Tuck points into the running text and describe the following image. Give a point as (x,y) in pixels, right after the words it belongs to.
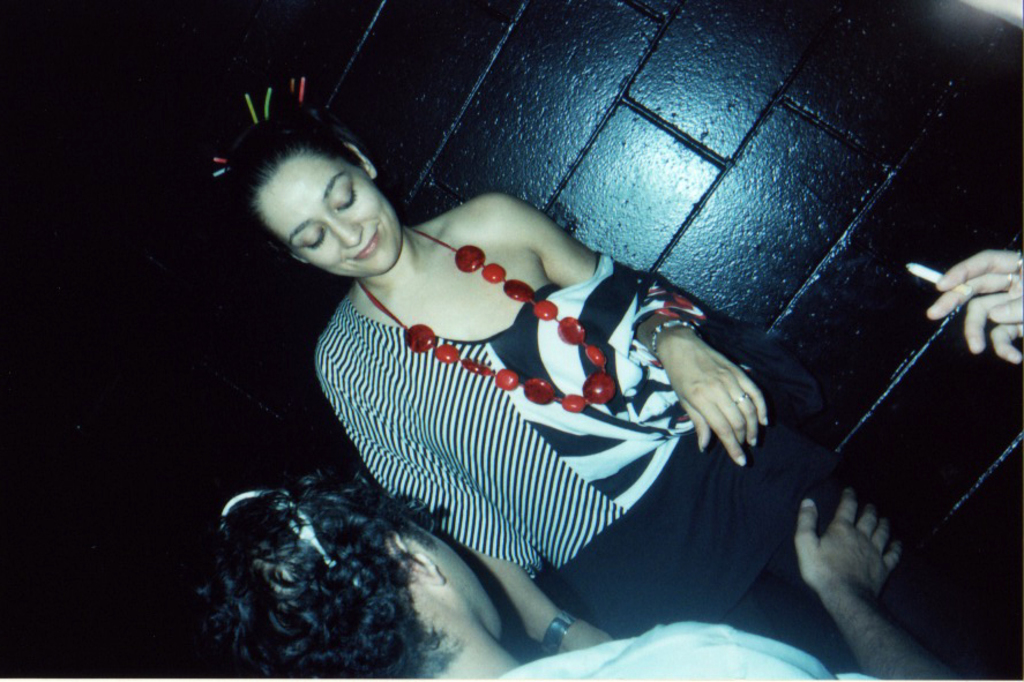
In this image there are two persons (565,466), there is a hand (993,258) holding the cigarette (924,271), there is a black wall (572,118) behind the person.
